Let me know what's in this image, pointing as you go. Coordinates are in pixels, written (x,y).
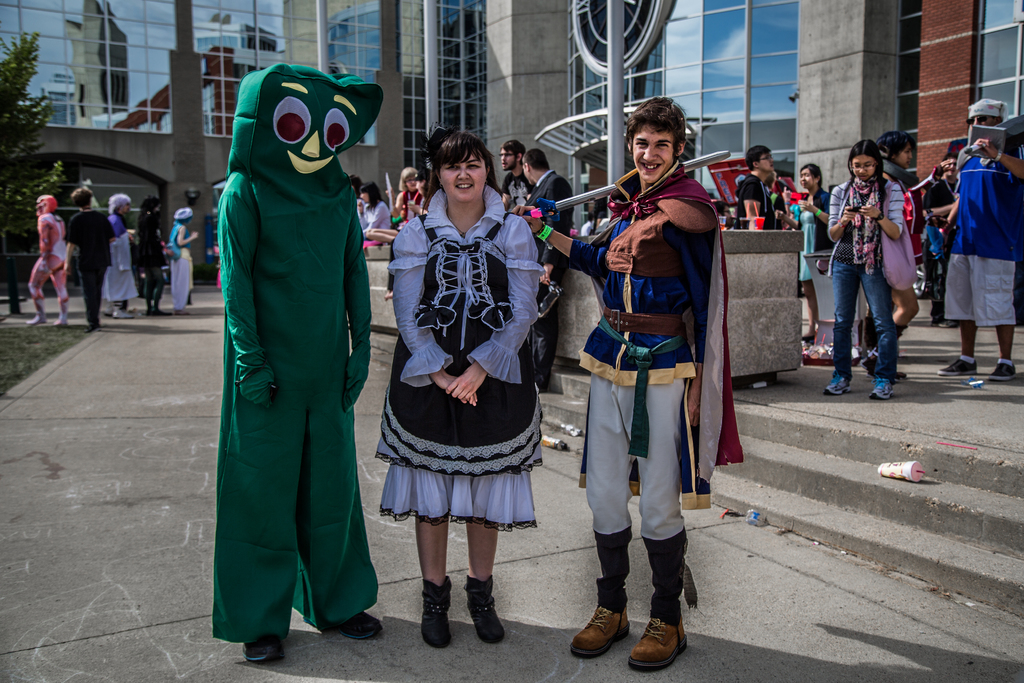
In this image, there are a few people (850,221). Among them, we can see a person (731,428) wearing a costume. We can also see the ground (127,505) covered with some objects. We can see some grass (50,353), a plant (10,196). We can also see some stairs (867,546) and the wall (863,1). We can see some glass (125,57) and the reflection (150,11) of buildings (96,87) and the sky (146,29) is seen in the glass (110,81). We can also see a metallic object (583,49).
